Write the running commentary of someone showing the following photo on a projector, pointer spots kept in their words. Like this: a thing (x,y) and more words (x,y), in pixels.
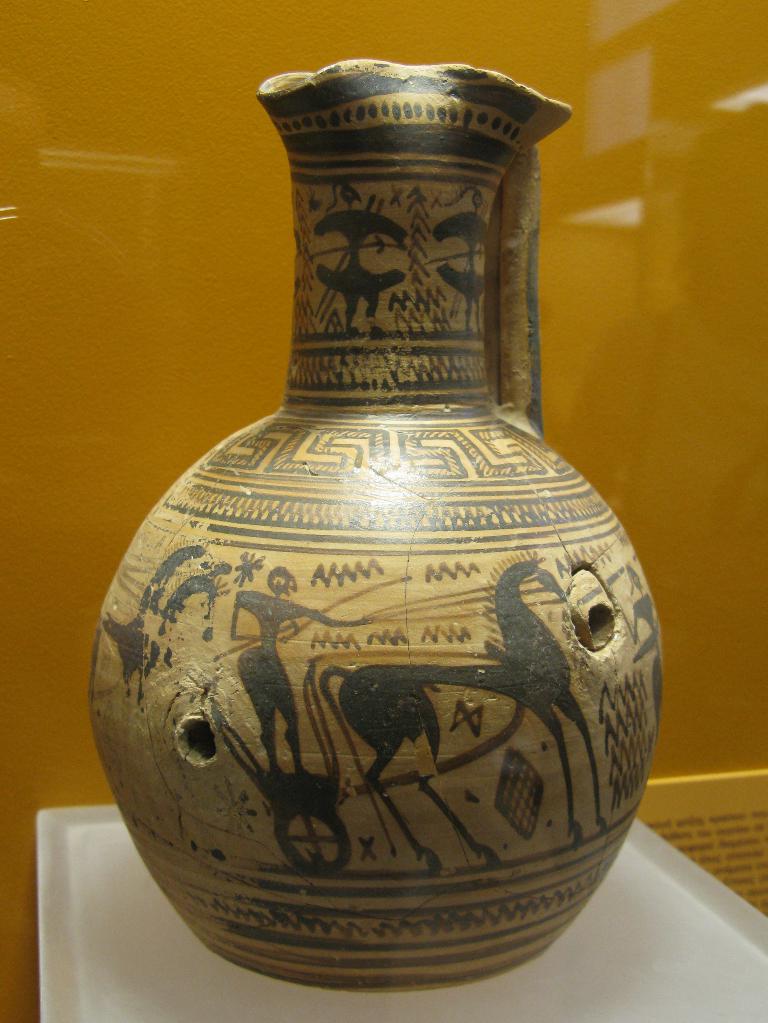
In front of the image, on the tray (85,820) there is a vase (335,576) with designs (377,543). Behind the vase (387,305) there's a wall (658,232).
